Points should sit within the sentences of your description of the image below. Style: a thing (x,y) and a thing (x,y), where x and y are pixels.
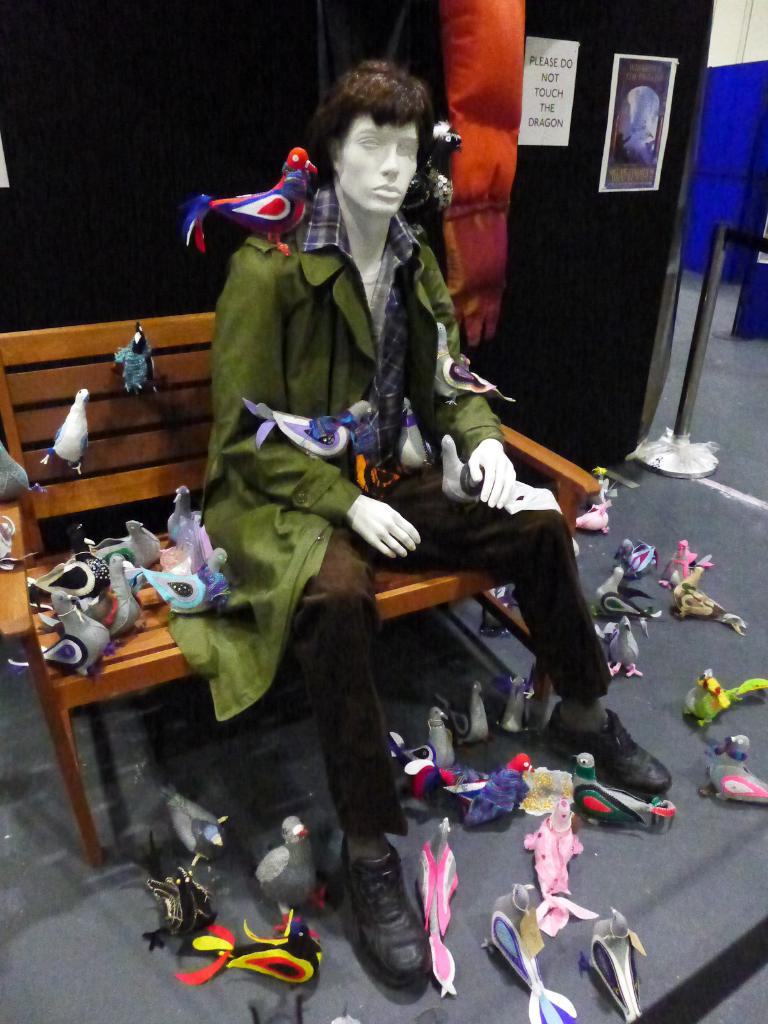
In this image we can see a mannequin (349,520) on the bench (155,596) and some toys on it. In the background (621,150) we can see toys (138,607) on the bench (142,617), toys (187,892) on the floor (640,500), walls (290,94), barrier poles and an advertisement (621,140).
